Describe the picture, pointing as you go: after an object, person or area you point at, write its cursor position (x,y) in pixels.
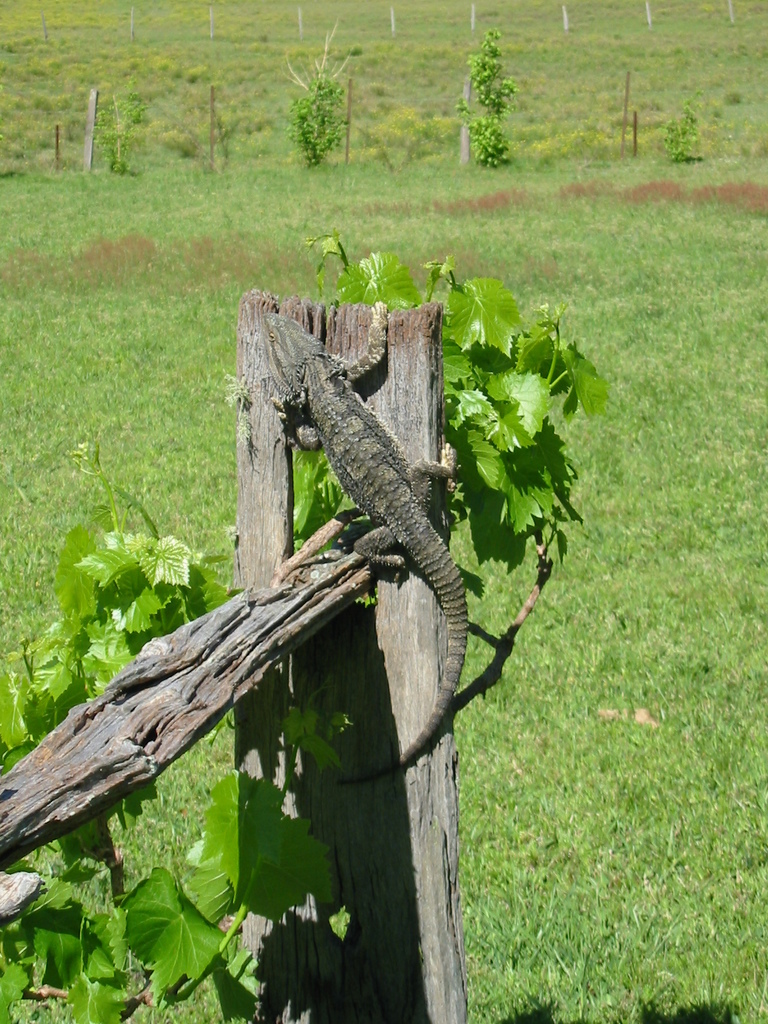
It is a lizard (443,662) on the wooden plank (388,679). There are trees (491,146) at the backside of an image (483,144).
